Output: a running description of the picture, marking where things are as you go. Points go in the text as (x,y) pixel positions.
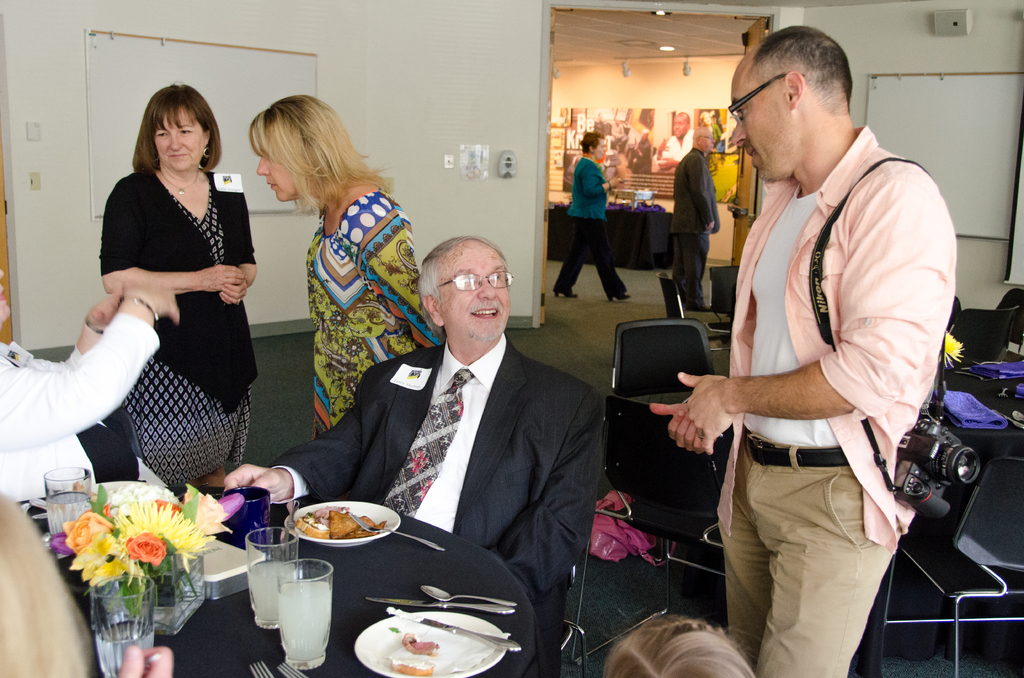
In the foreground of the picture (386,310) we can see people (549,570), chairs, table (488,594), flower pot (150,579), flowers (170,541), glasses (280,565), food items (320,534), drinks (310,613), camera (948,475) and various objects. In the middle of the picture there is a wall (464,105), projector screen (140,61) and a door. In the middle of the background (643,239) we can see people (691,183), table (642,214), posters (606,135) and other objects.
